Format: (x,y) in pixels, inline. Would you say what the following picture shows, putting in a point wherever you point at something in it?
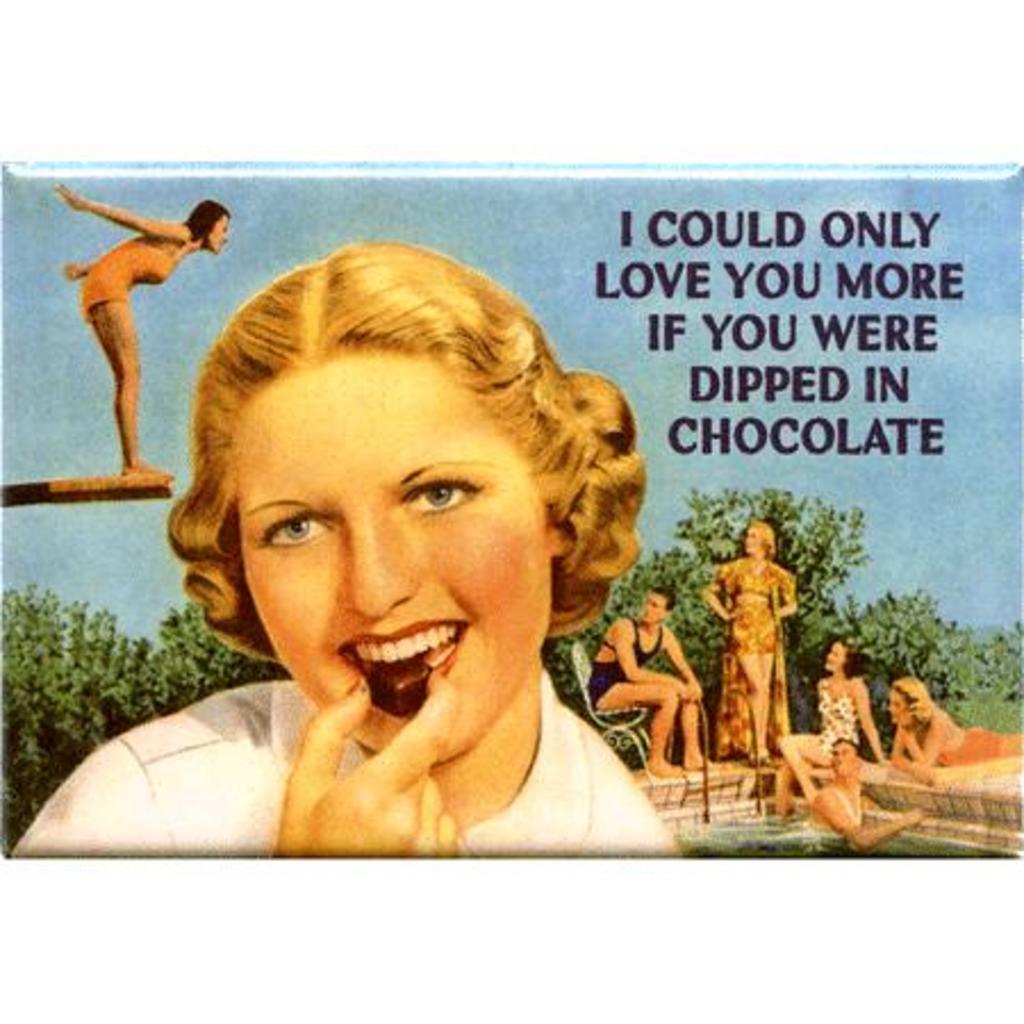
There is a poster (626,837). In which, there is a woman (209,485) in white shirt (209,784), eating a food item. Beside her, there is a person (170,245) on the platform (97,492) and there is a person (842,762) in a swimming pool (803,855). Beside him, there are other persons (905,709). In the background (668,521), there are trees (114,639) and there is sky (744,469).
